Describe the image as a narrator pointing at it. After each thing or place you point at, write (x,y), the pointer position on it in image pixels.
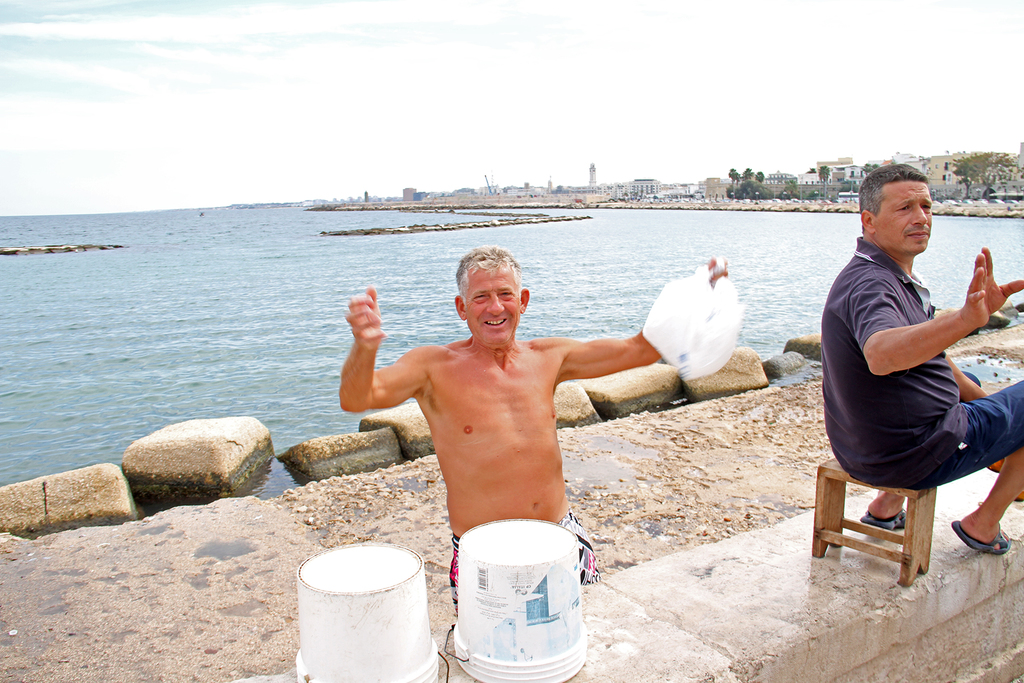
In this image we can see two persons (554,394), here a man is sitting, behind here a man (450,516) is standing, and smiling, at the back (391,362), here are the rocks (425,442), here is the water (413,332), at above here is the sky (83,144).
